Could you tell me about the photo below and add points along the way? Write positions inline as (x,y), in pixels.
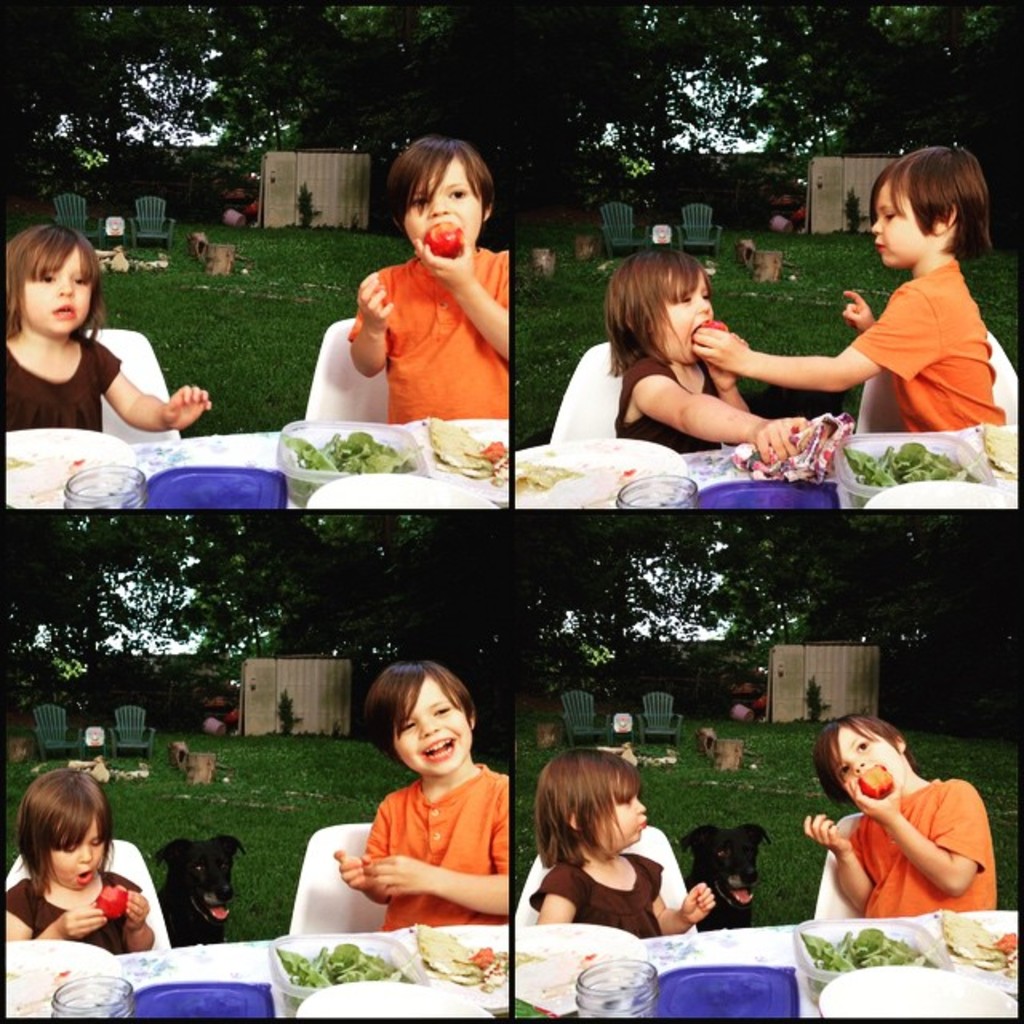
The image is inside the garden (526,354). The image is divided into four parts the first part, there are two kids (386,326) and the orange color boy (439,323) is eating an apple (445,244). On right side (690,275) the girl (662,395) is a eating an apple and sitting on chair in front (688,421) on table (890,462), on table (911,471) we can see boxes (841,476), jar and some food (870,476). On left side (168,857) we can also see a dog (220,891) in image in background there are some trees (575,577) and chair (647,716).
